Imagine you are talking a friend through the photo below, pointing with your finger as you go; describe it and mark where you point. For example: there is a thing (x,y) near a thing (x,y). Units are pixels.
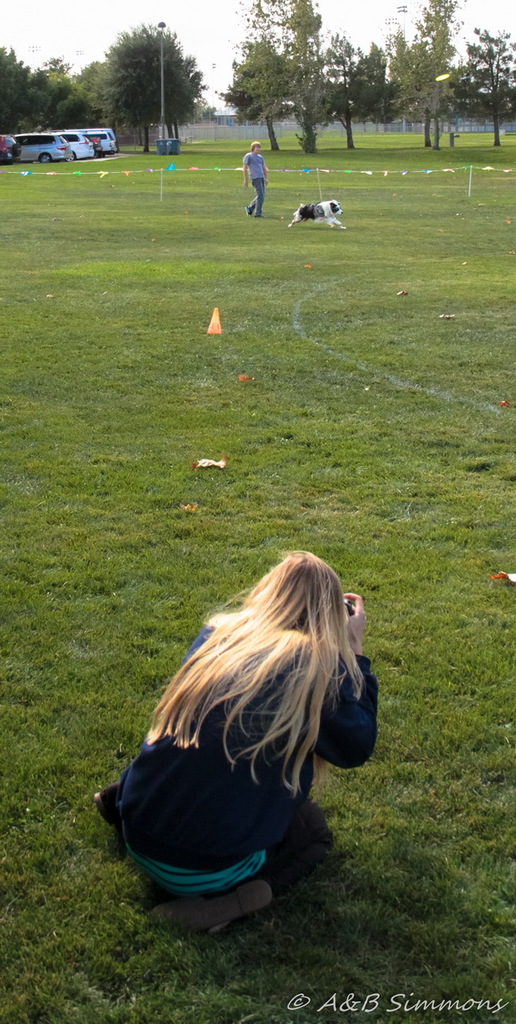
In this image I can see two persons (215,793) on grass (328,458) and a dog (303,214) is running. In the background (408,88) I can see vehicles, light poles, fence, trees (433,2), ribbons (365,172) and the sky (338,28). This image is taken may be in a park (274,378).
